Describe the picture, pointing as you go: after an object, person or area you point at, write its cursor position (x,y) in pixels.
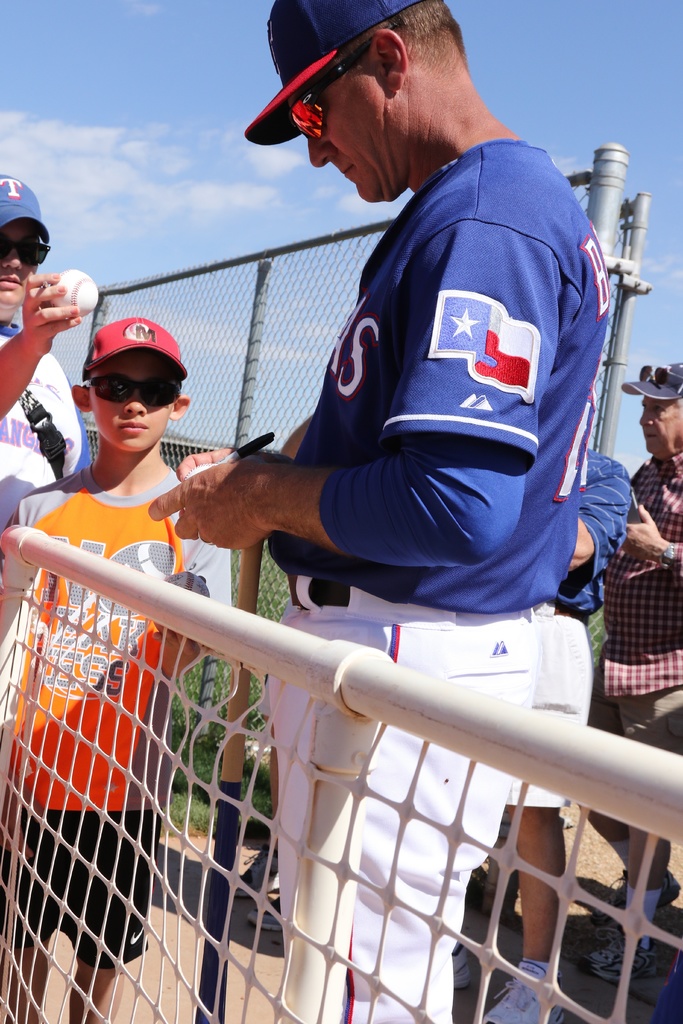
In this picture we can see people (149,437) holding balls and wearing caps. They are standing between an iron gate (251,618) and a fence (267,677). Here the sky (159,199) is blue.
